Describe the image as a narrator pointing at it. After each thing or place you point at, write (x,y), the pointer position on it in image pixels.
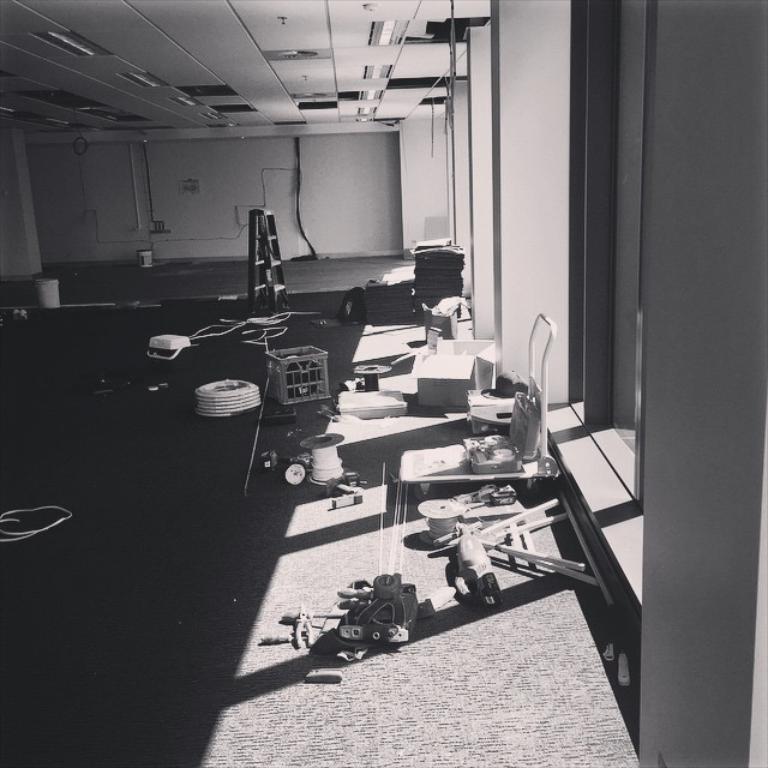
In this image I can see there are some objects (476,444) placed on the floor (278,546). And there is a wire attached to the wall (265,183). And at the top (184,68) there is a ceiling (148,123).
